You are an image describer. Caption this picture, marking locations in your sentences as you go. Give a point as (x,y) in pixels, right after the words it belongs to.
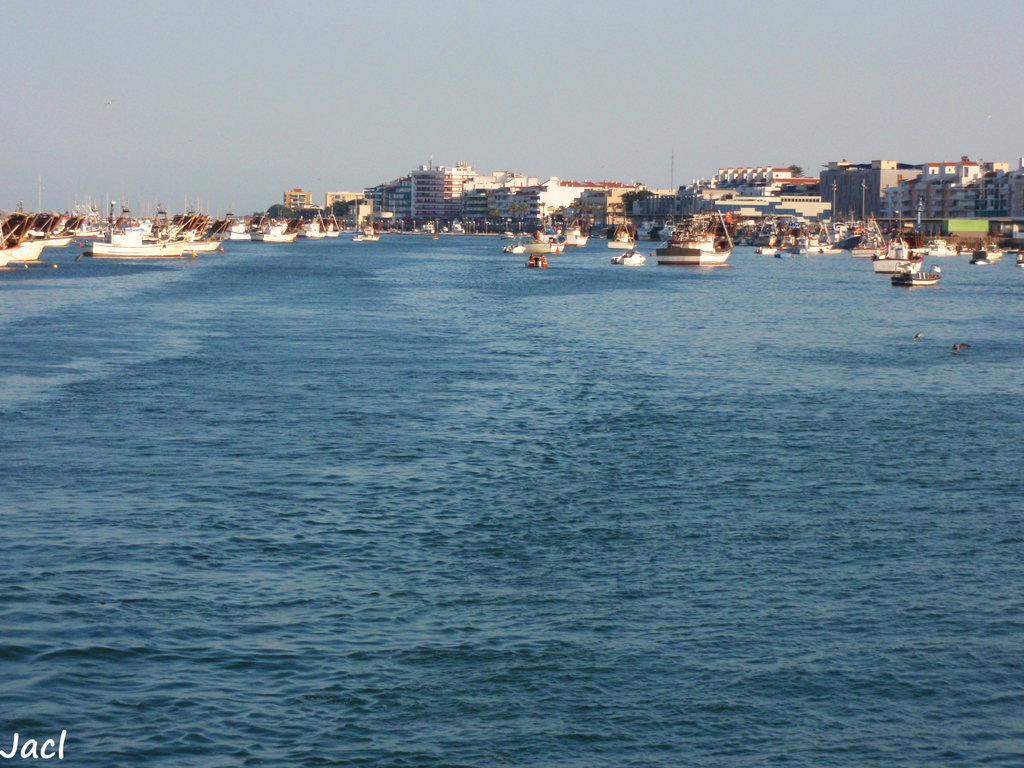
In this image we can see many boats (843,233) present on the surface of the water (508,450). In the background (493,195) we can see many buildings (754,194). At the top (384,82) there is sky (365,56) and on the bottom left (40,742) there is a text (16,742).
